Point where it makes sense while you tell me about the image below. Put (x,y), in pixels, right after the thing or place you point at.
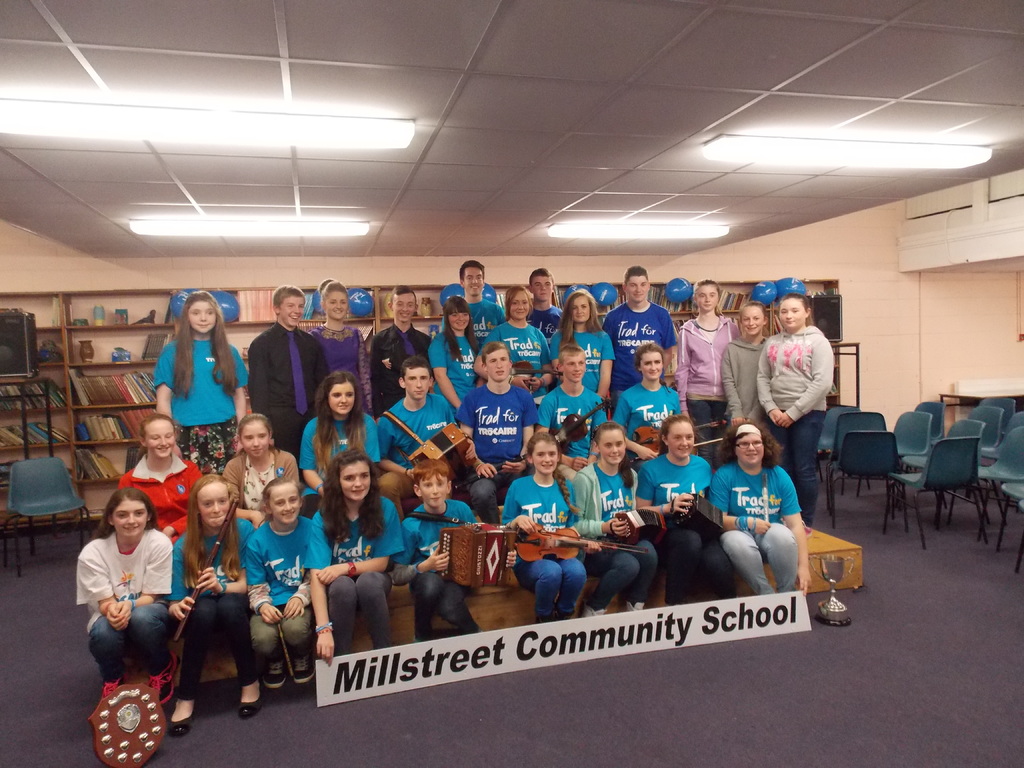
In the foreground (332,346), I can see a group of people (223,474) on the floor (510,718) and few of them are holding some objects (451,542) in their hand (437,550) and I can see a board (430,670). In the background (868,466), I can see chairs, cupboards (97,362) in which books (148,353) are there and balloons (226,306) and lights (669,225) on a rooftop (576,241). This picture might be taken in a hall (872,359).
